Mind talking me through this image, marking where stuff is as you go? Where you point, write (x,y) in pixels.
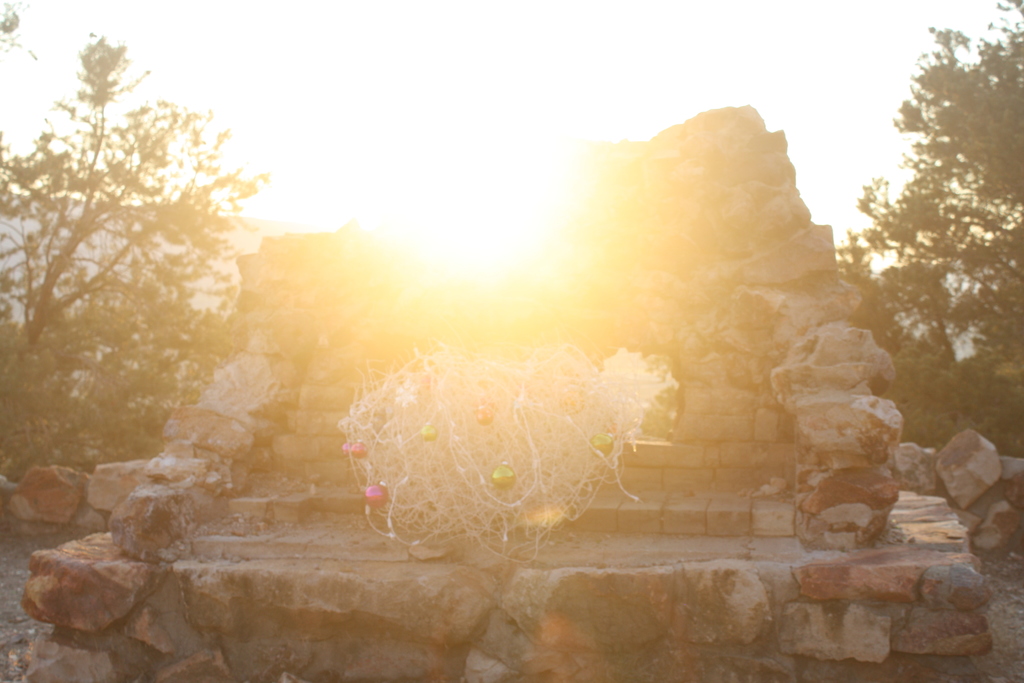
In the image there are rocks steps (645,474) in the front (787,334) with trees (977,315) in the back (132,387) and above its sky (475,208) with sun (479,212) in the middle (519,229).
